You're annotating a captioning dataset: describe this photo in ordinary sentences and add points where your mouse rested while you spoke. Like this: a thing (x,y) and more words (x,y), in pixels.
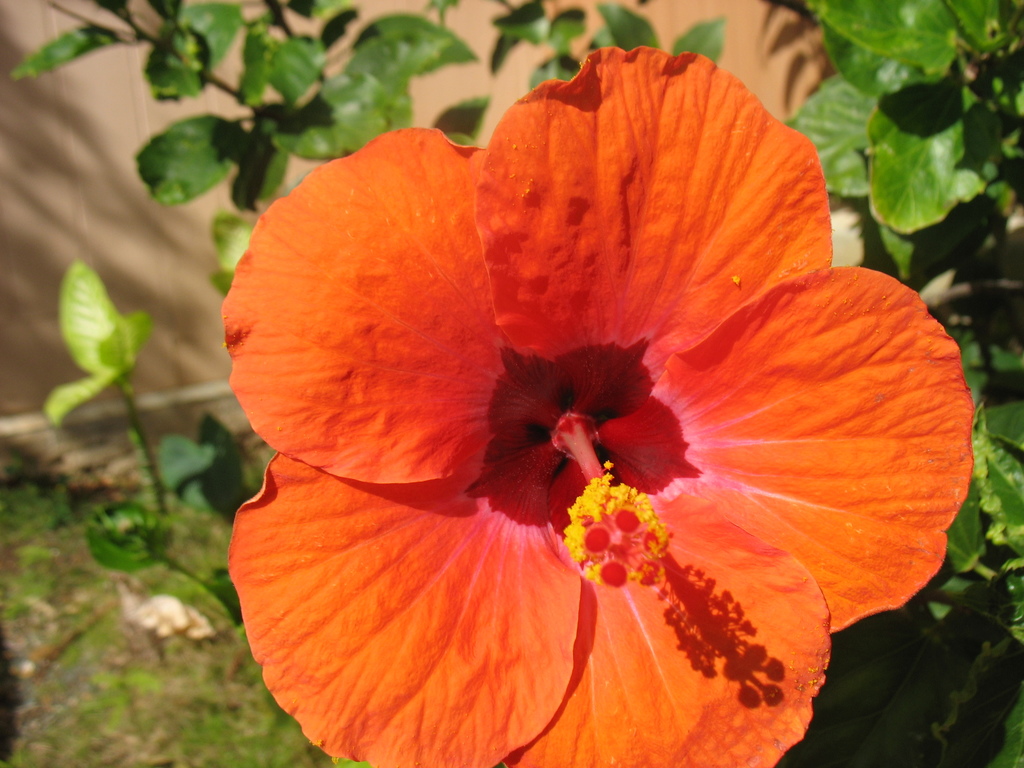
In this image we can see a flower (451,560) on the plants (909,21). There is ground (180,708) at the bottom (209,675). There are leaves (859,48), it looks like a building (77,202) in the background (37,177).
